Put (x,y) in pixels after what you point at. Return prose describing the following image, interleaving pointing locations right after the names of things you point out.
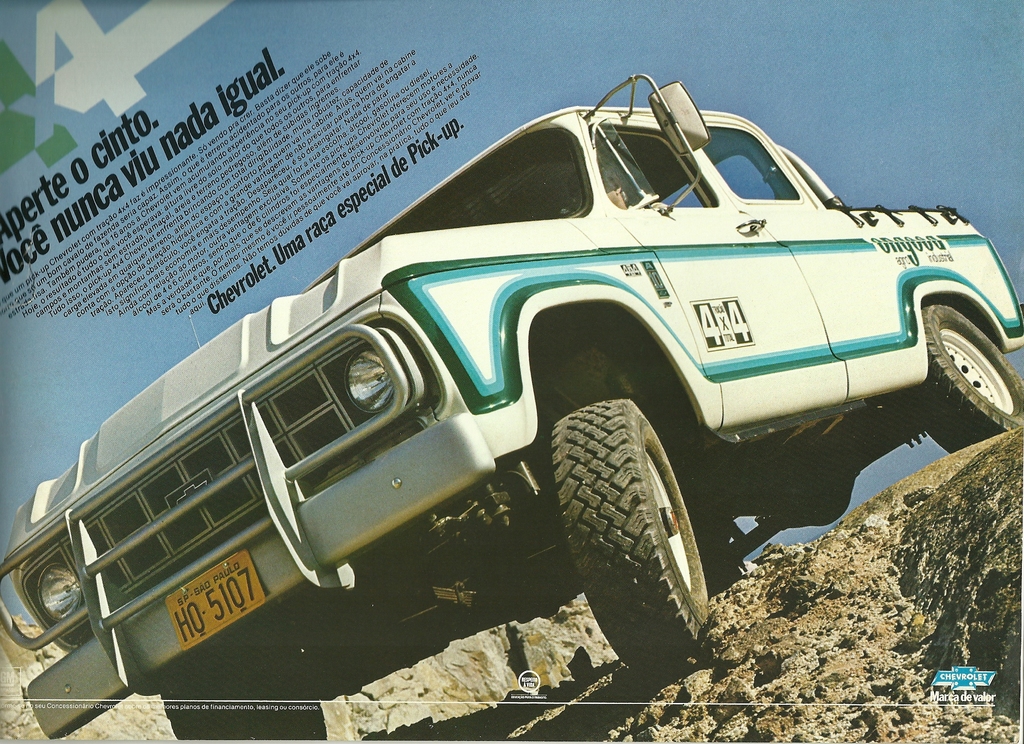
In this picture there is a magazine photography. In the front (523,354) there is a white color jeep (533,379) parked on the rock mountain (681,663). On the top (131,216) there is a small quote (144,228) on photograph.
